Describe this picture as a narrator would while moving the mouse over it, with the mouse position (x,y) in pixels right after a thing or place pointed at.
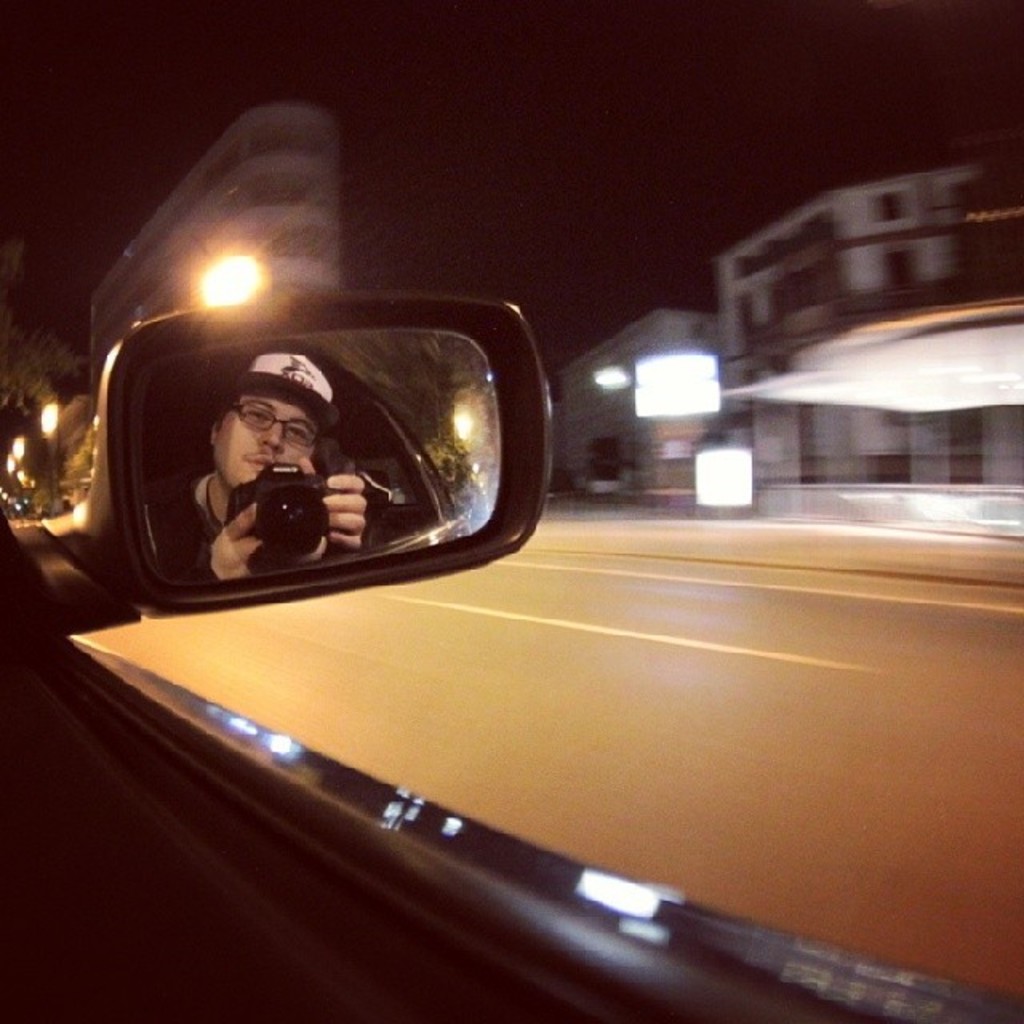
In this image we can see one truncated vehicle (494,375) on the road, some buildings (152,306), some lights (18,447), few trees (19,386), some objects (16,494) on the ground (617,520), the background (567,260) is dark and blurred. In the vehicle side mirror (129,582), we can see one man (301,388) with spectacles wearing a cap (310,400) and holding a camera (310,535).
